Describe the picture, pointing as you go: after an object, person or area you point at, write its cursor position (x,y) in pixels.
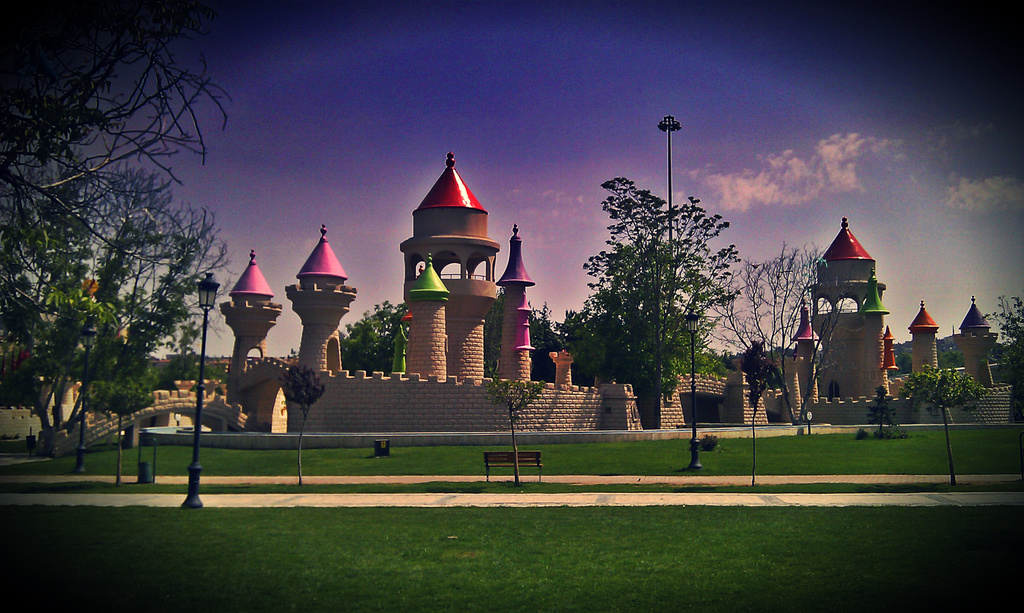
In the picture I can see a fort (599,402), fence wall (602,401), the grass (496,565), plants (114,404), trees (155,370), pole lights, a bench (536,455) and some other objects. In the background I can see the sky (577,201).
